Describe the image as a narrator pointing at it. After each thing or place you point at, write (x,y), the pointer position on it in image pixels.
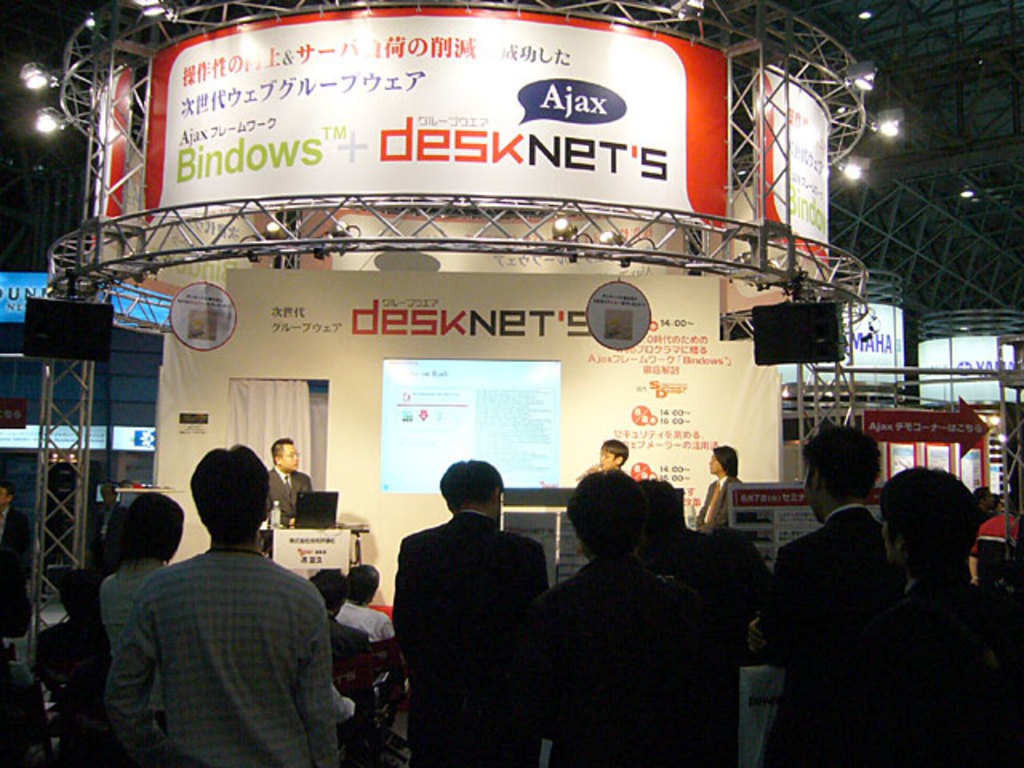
In the center of the image (679,461) we can see the board (572,386), screen (510,427), curtain (307,417) and a person (622,472) is standing and talking by holding a mic (587,471). On the right side of the image (718,504) we can see a man (710,518) is standing and listening. On the left side of the image (291,464) we can see a man (286,522) is standing, in-front of him we can see a table (345,528). On the table (359,531) we can see a laptop (306,519), bottle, board (315,537). In the background of the image (409,117) we can see the boards (690,126), rods (43,461), lights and some people (745,585) are standing and some of them are sitting on the chairs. At the top of the image (1023,29) we can see the roof (977,16) and lights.
